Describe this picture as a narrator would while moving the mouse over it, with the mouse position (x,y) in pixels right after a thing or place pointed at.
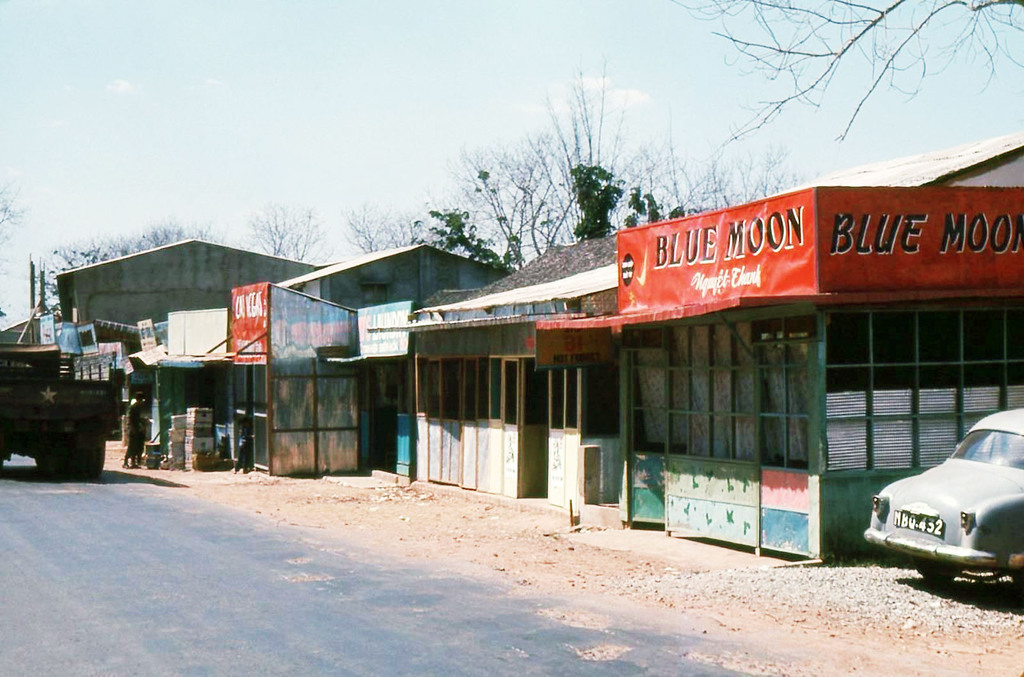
Here we can see stores (789,359). Vehicle (69,439) is on the road (67,544). Beside this store (825,488) there is a car (959,498). In-front of this store (200,364) there are boxes (206,443) and person (133,412). These are hoardings (798,278) and boards (844,265). Backside of these stores (420,251) there are trees (360,215). Sky (258,53) is cloudy.
